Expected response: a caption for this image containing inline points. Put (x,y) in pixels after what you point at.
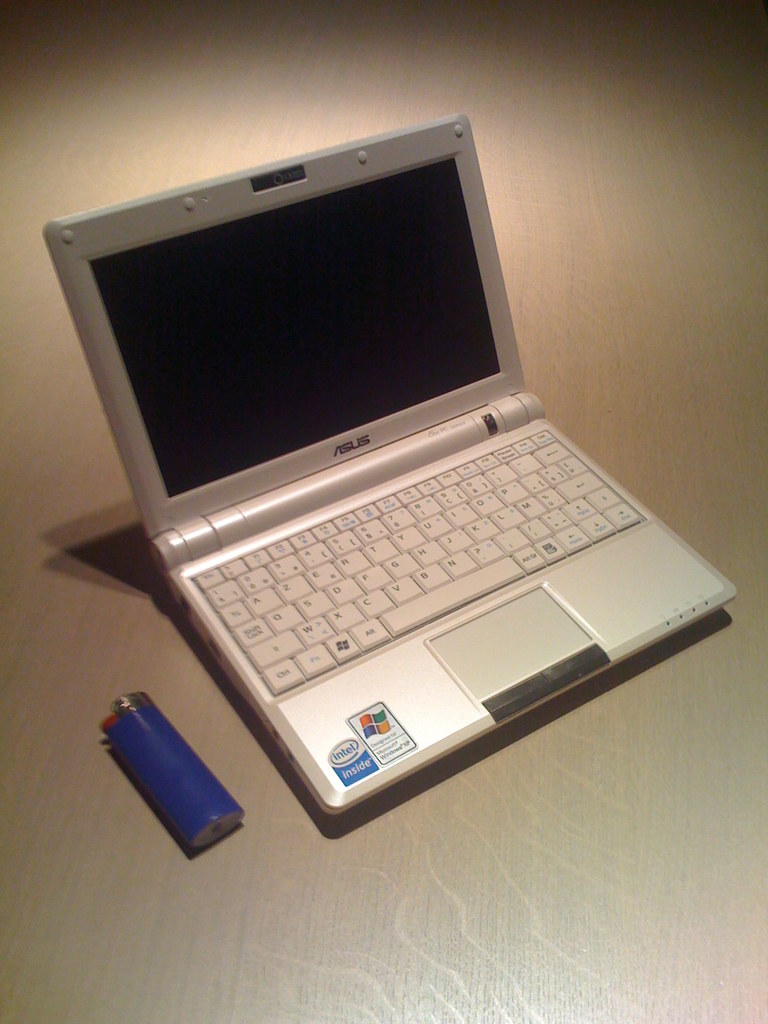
In this image we can see a laptop (358,633) and a blue color object (158,793) on the wooden surface (162,934).
